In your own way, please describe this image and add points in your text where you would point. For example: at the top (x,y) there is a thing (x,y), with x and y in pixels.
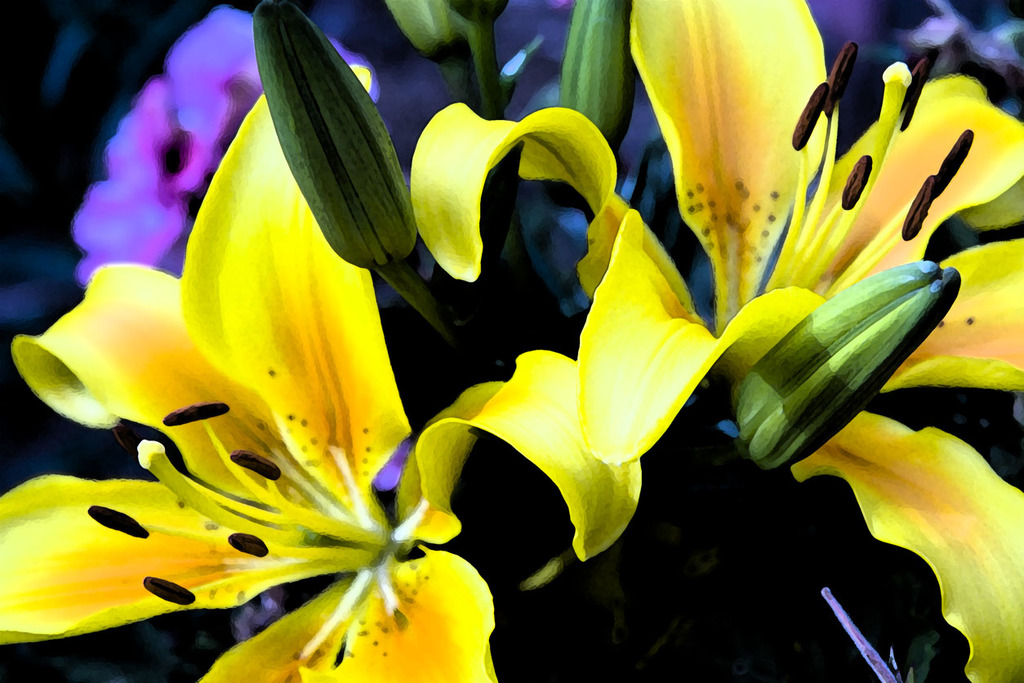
This is the picture of flowers (354,680). There are yellow flowers (188,405) and green buds (343,216) in the foreground (432,37).
